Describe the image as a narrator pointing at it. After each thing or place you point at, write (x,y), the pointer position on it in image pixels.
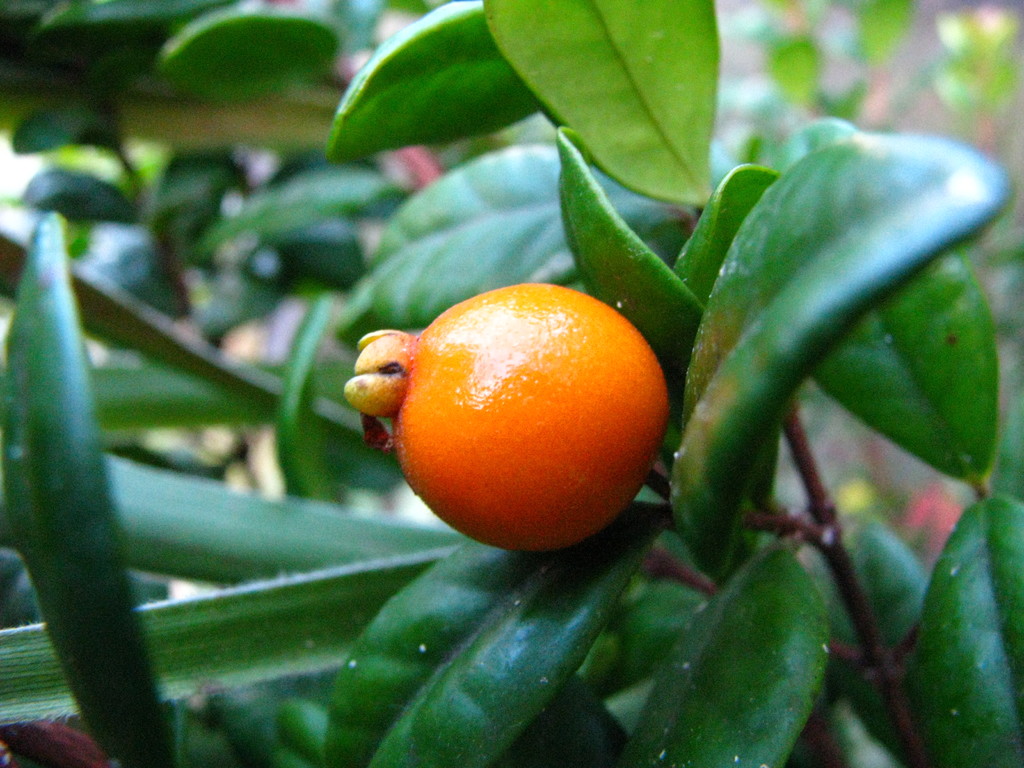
In this image we can see a fruit (614,380) and group of leaves (657,252).
